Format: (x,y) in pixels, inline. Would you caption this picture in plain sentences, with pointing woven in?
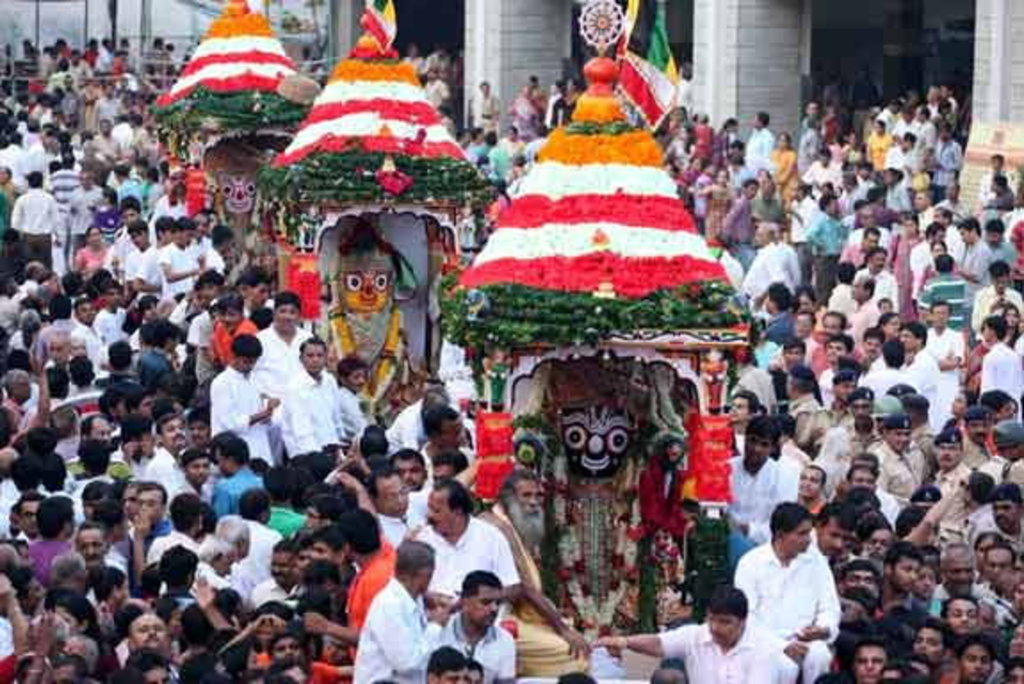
In this picture we can see a group of people (15,499), statues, flags (622,43) and in the background (492,33) we can see pillars (343,12).
